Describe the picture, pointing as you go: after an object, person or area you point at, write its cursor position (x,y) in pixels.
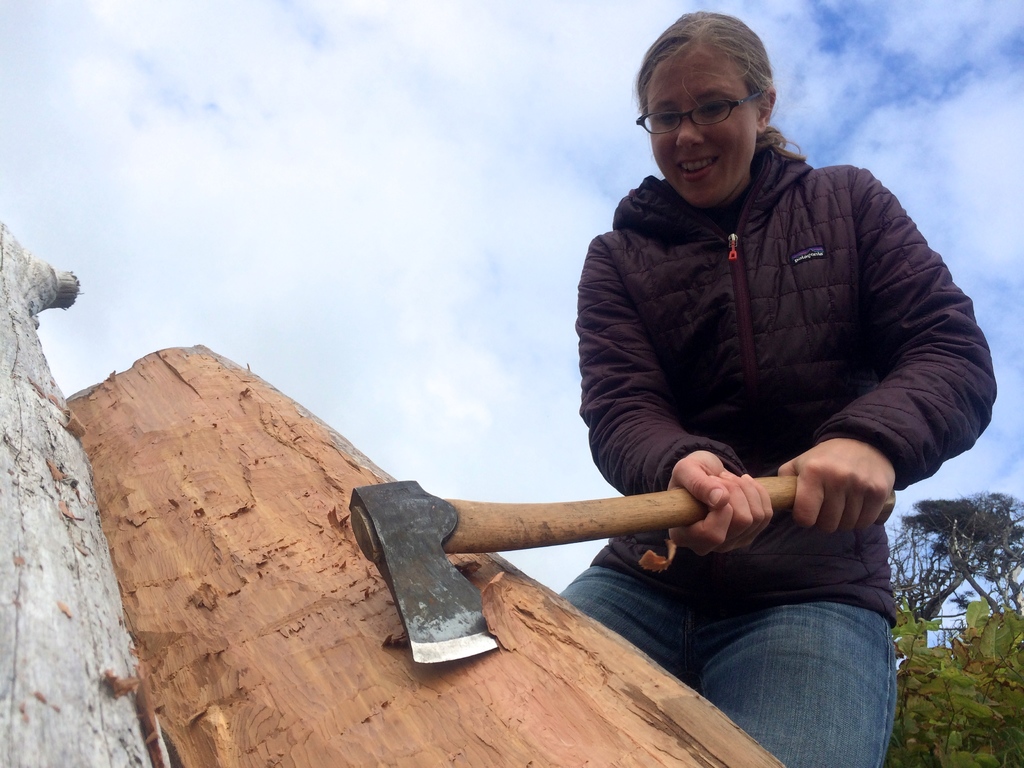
In this image we can see a woman (677,210) wearing glasses (671,125) and smiling and holding an axe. In the background (329,136) there is sky (486,85) with the clouds (313,247). On the right (930,546) we can see the plants (967,666) and also the tree (953,528).
